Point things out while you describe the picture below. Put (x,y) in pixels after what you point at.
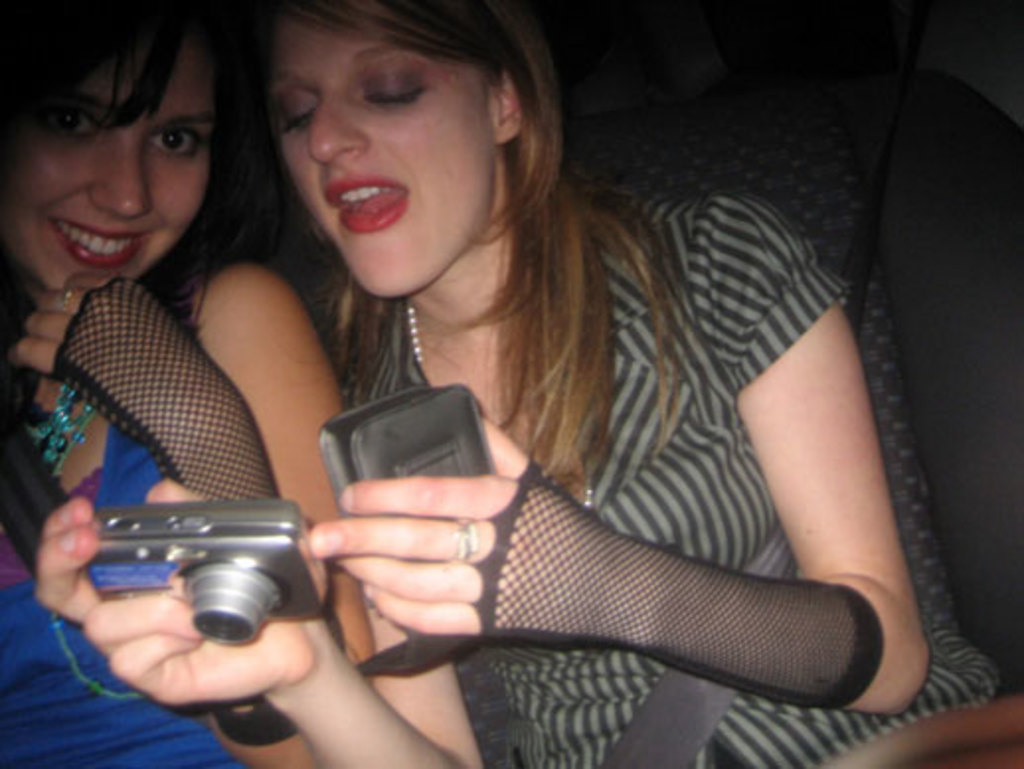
This two women (292,332) are sitting inside a car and smiling. This woman (114,324) wore blue dress (107,717) and this woman (444,300) is holding camera (213,542) and looking on to it.
